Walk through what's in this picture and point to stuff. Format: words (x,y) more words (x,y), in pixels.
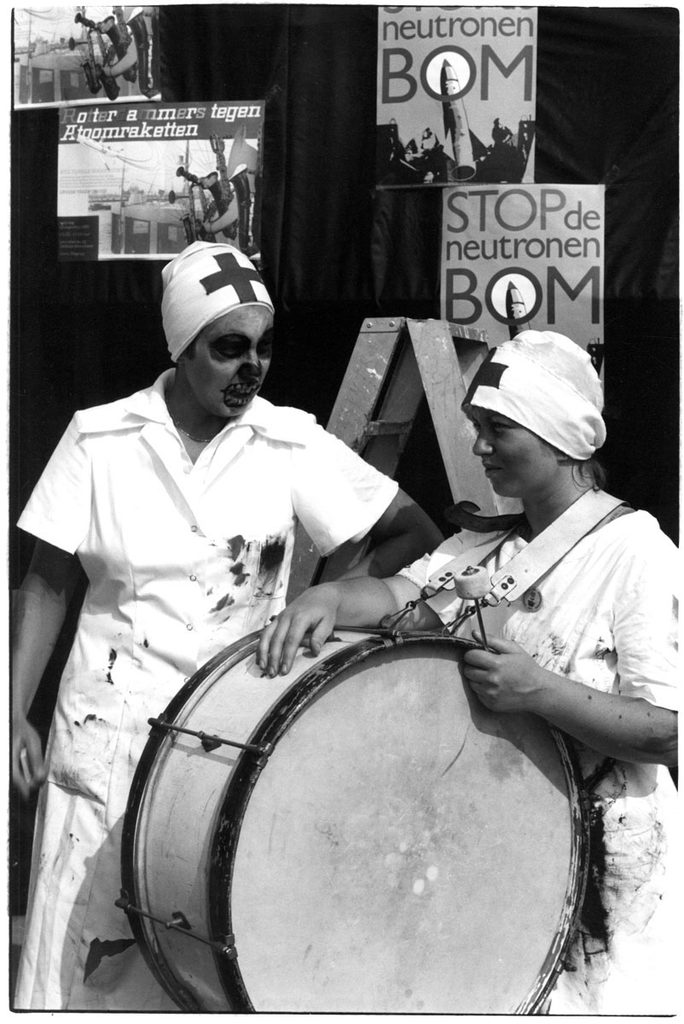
In the picture I can see a woman (627,913) on the right side (638,785) and she is holding the bass drum musical instrument (380,680) in her hands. I can see another person (70,918) on the left side (215,527) wearing the white clothes (177,639). I can see a wooden ladder (350,413) in the picture. In the background (410,284), I can see the posters (508,89) on the black color curtain (374,245).
